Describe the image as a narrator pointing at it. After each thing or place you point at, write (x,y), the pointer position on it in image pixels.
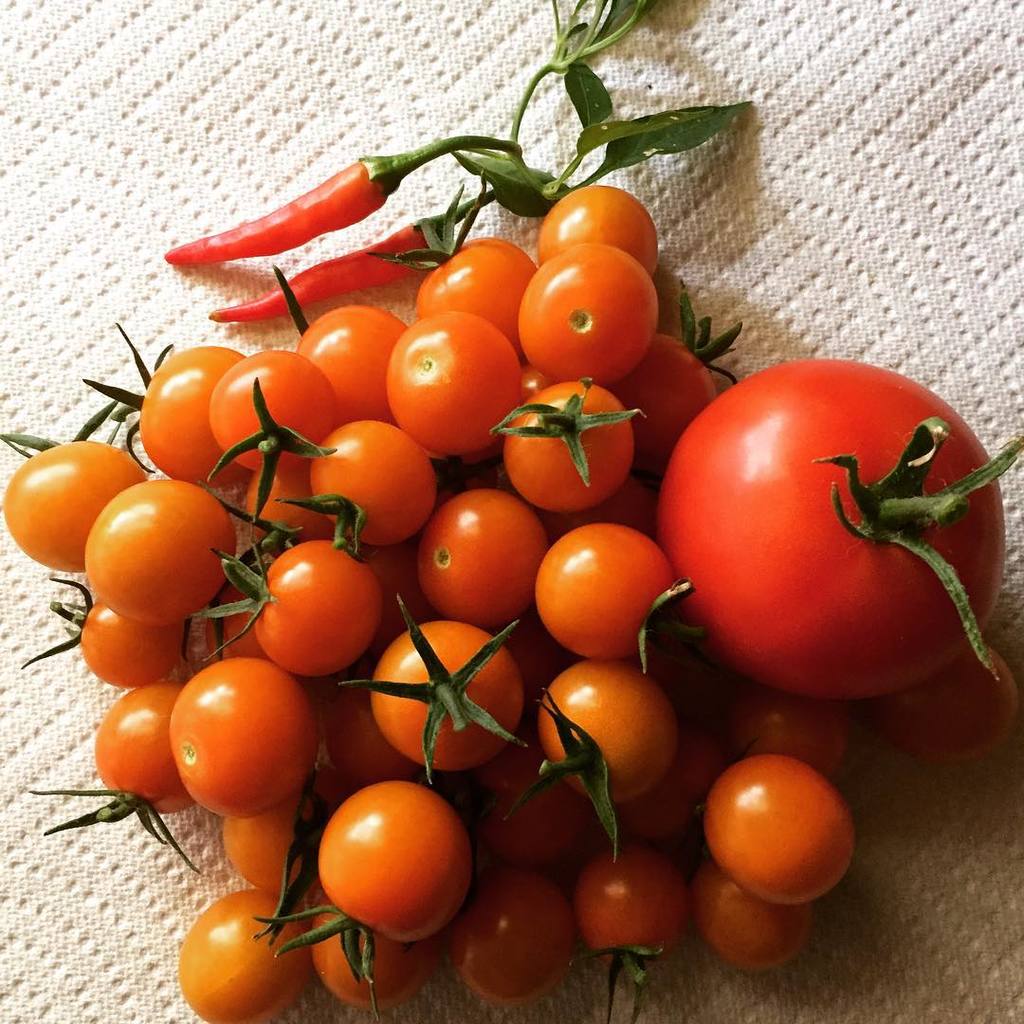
Here we can see tomatoes (519,580) and chilies (314,197) on the cloth (919,136).
